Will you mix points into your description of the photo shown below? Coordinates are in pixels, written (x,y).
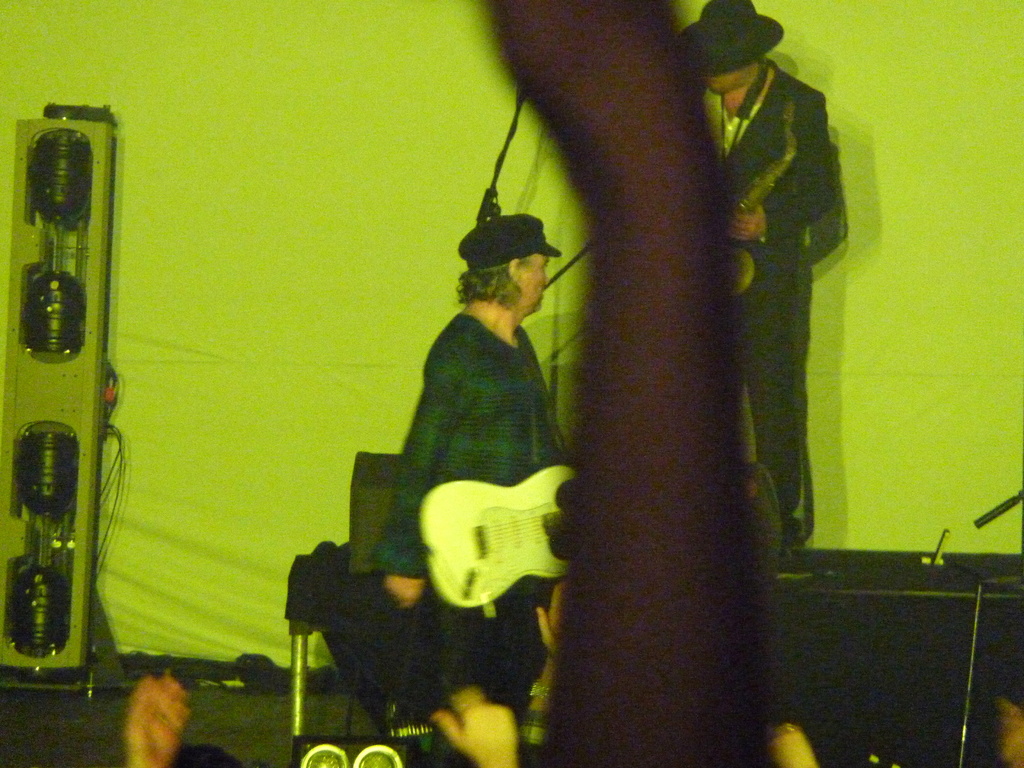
In this image there are two persons (750,151). At the right side (779,191) the man (781,185) wearing a black colour suit (775,230) is standing on top of the stage (851,577). In the center (482,471) woman (473,425) is standing on the floor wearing a black colour hat (506,229). In the background (331,240) there is a curtain (329,214).
